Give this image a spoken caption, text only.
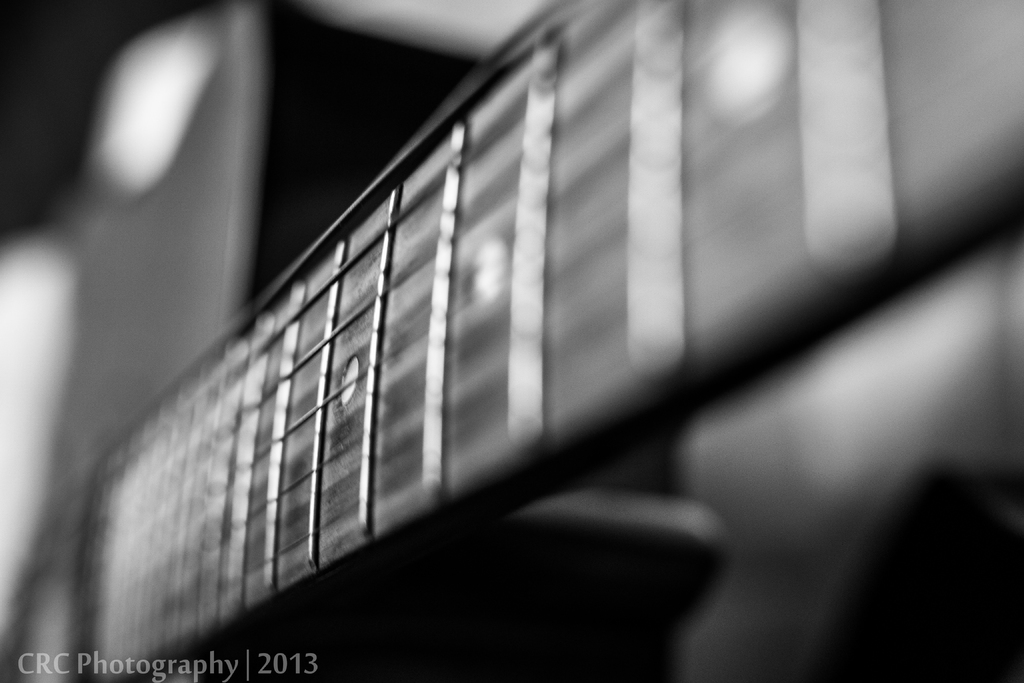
This image is consists of monochrome.
